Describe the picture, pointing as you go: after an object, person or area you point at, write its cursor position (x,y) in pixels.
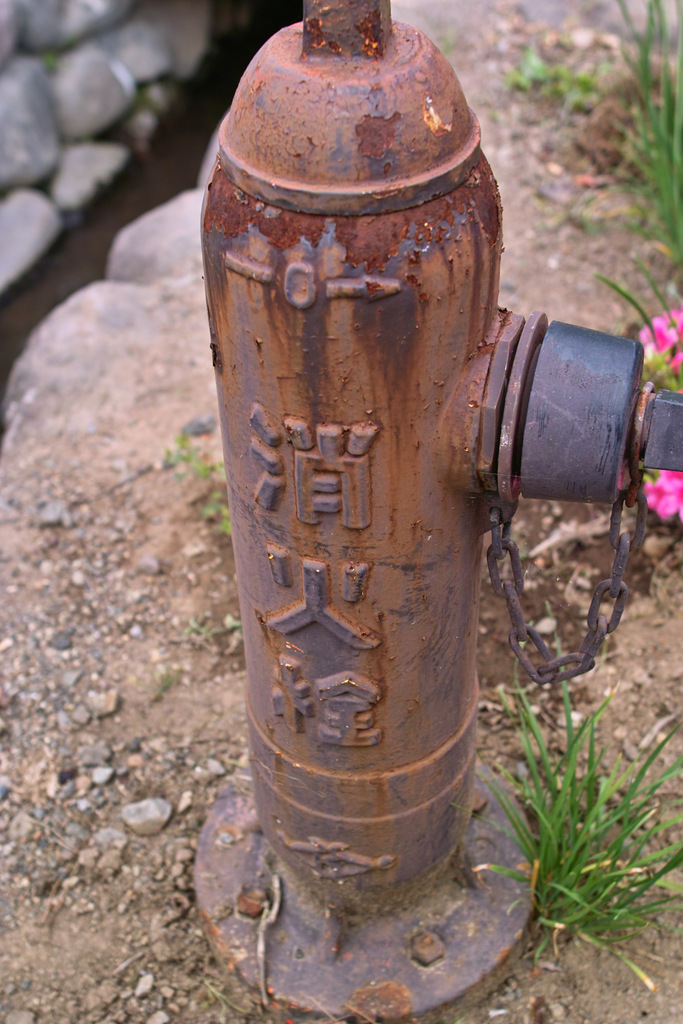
In the image we can see there is a water supply pole (339,527) kept on the ground (131,964) and behind there are flowers (662,341) on the plant (671,383).
